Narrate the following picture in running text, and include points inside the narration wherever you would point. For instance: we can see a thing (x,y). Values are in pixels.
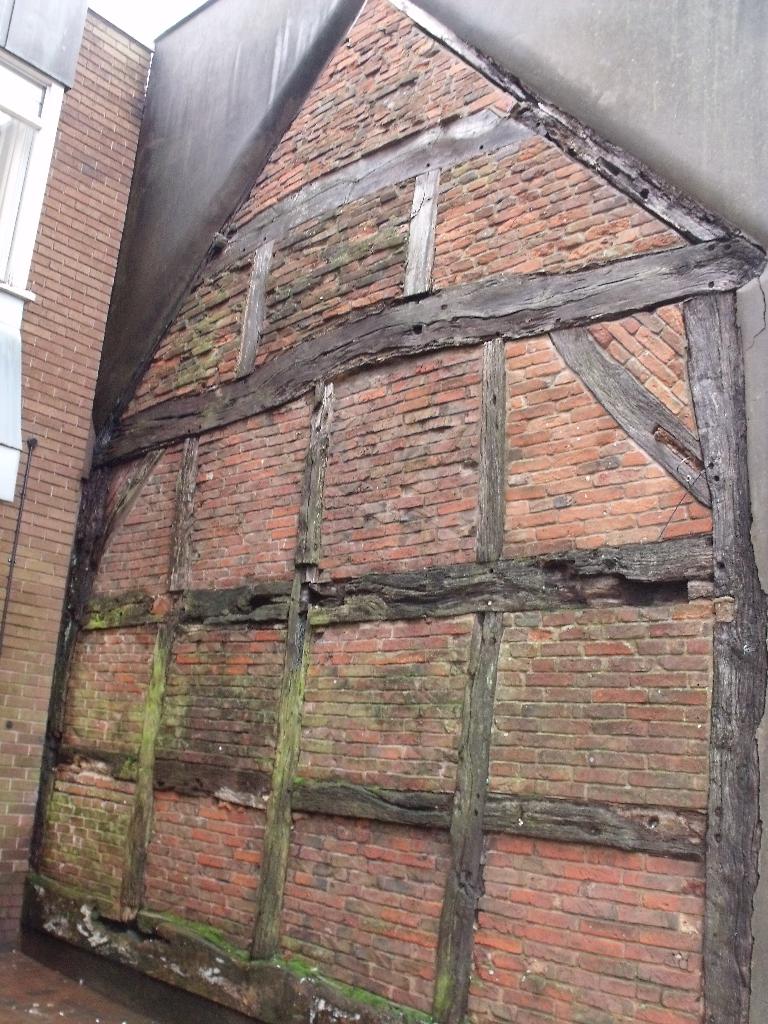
In this image we can see the old timber and brick wall (623,730). And we can see the floor (77,1006). And we can see the window (23,144).
